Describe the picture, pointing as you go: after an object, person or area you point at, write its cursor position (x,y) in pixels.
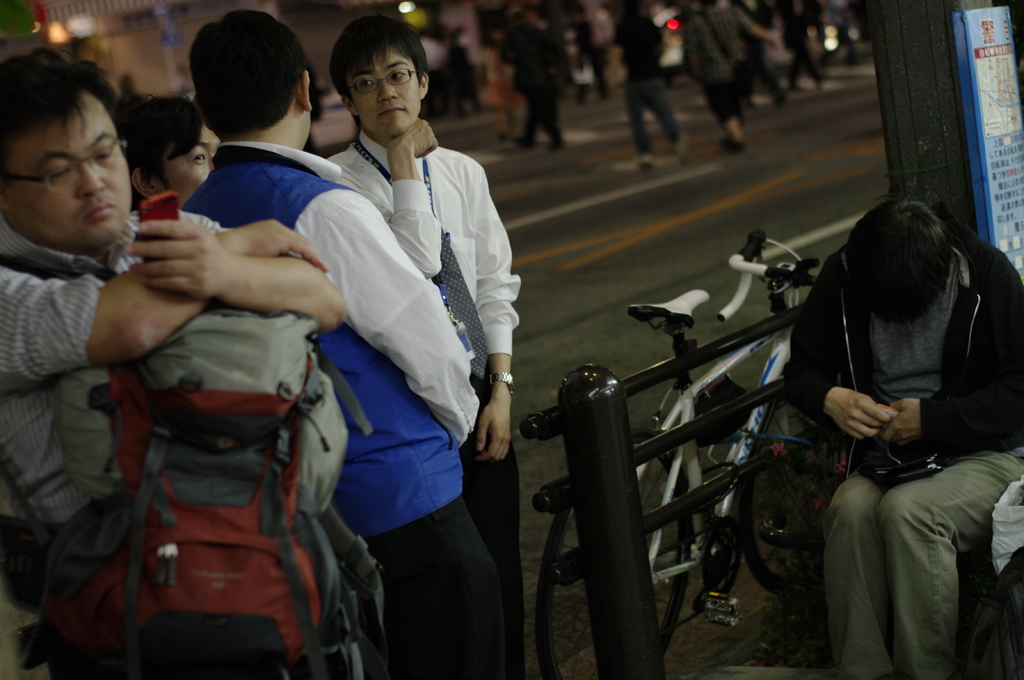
This man (132,352) is holding a mobile (169,214) and wearing bag (179,377). Another man (886,264) is sitting and holding an object (887,413). Backside of this man (918,350) there is a board (993,117). Beside this fence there is a bicycle (740,296). Here we can see people (343,57).
